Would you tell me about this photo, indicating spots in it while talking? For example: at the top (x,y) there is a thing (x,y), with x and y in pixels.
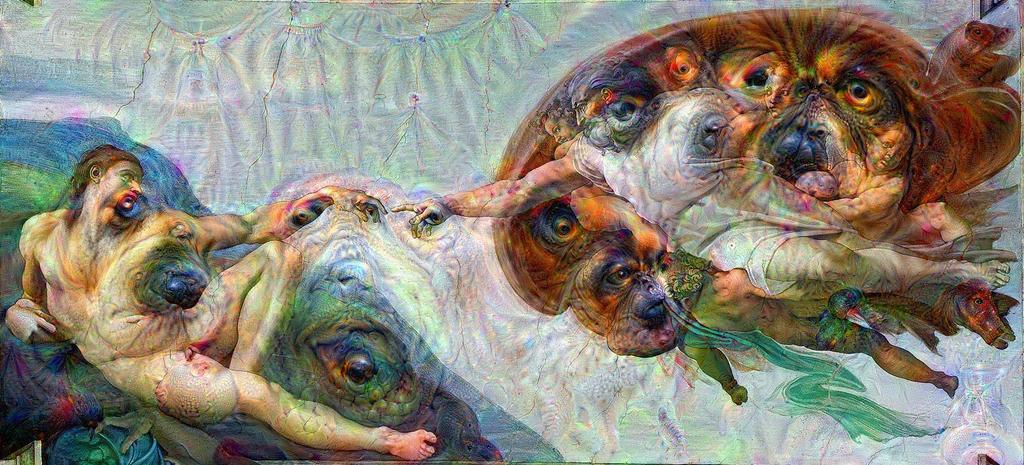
This is the picture of a painting (552,175) in which there are some dogs (125,245) and some people (15,315).
